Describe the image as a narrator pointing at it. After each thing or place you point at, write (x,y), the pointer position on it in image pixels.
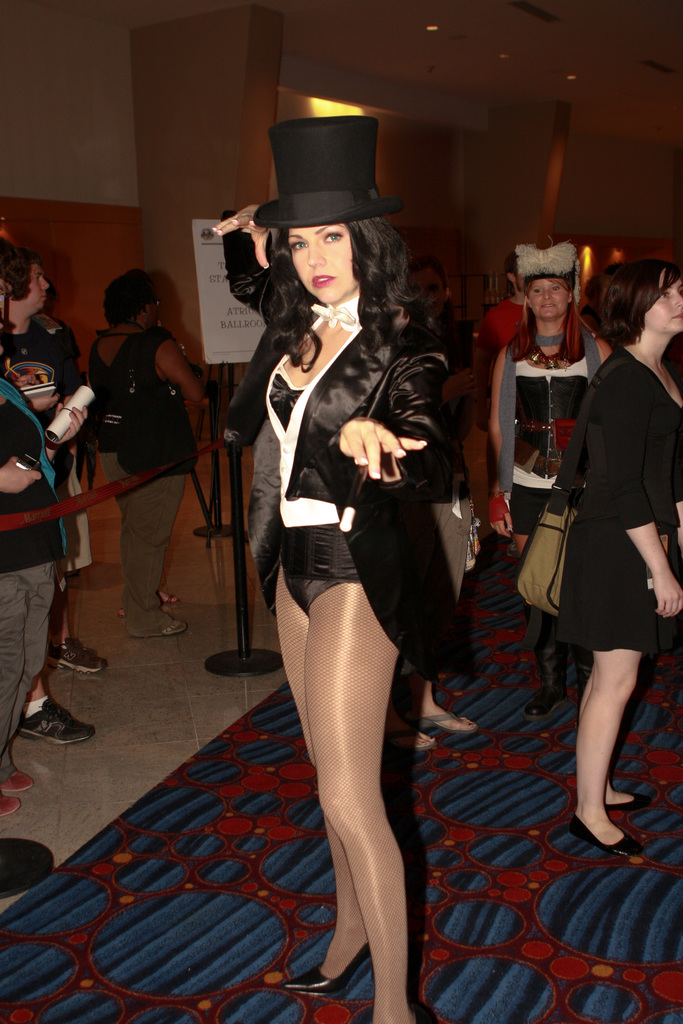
Here we can see a woman (266,473) standing on the carpet (250,975) on a floor (39,815) and there is a hat (363,180) on her head (327,237). In the background (253,341) there are few people (34,556) standing, hoarding (254,336), wall (195,305), objects (59,426) and lights (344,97) on the roof top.
